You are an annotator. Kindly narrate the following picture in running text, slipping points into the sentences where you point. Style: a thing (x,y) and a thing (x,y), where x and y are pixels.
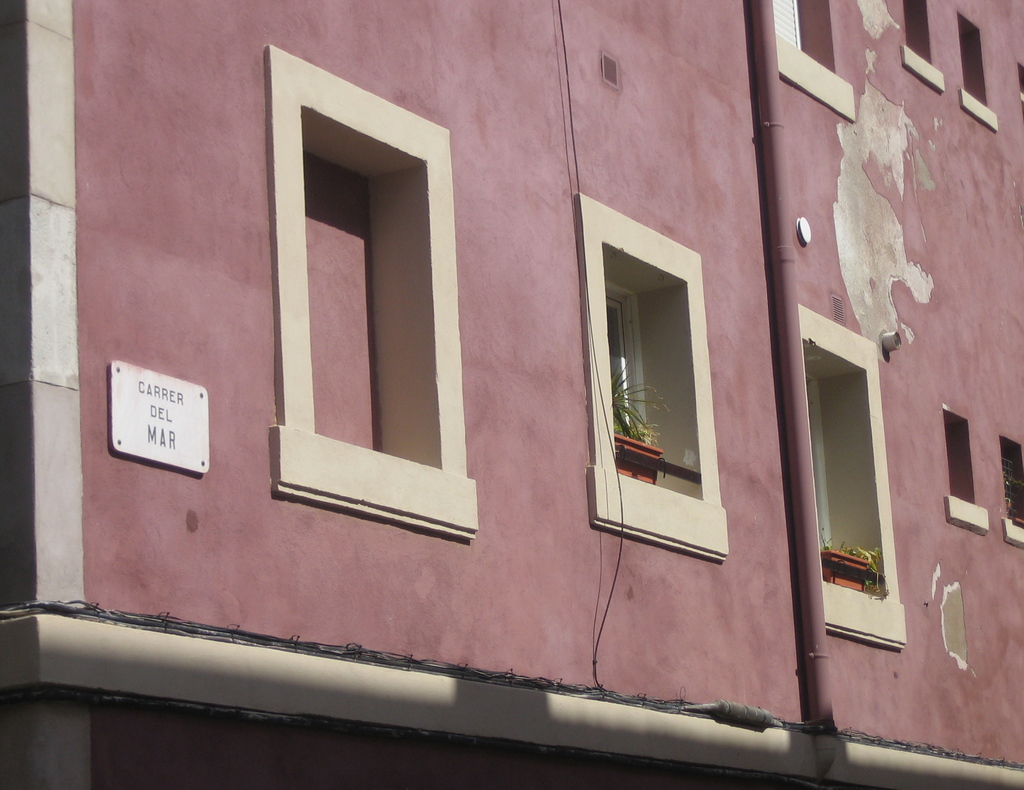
In this image there is a building (343,425) with name plate (195,457), pipes (773,223), on the building (430,638) there are flower pots (629,446) on the window sills (689,524).
